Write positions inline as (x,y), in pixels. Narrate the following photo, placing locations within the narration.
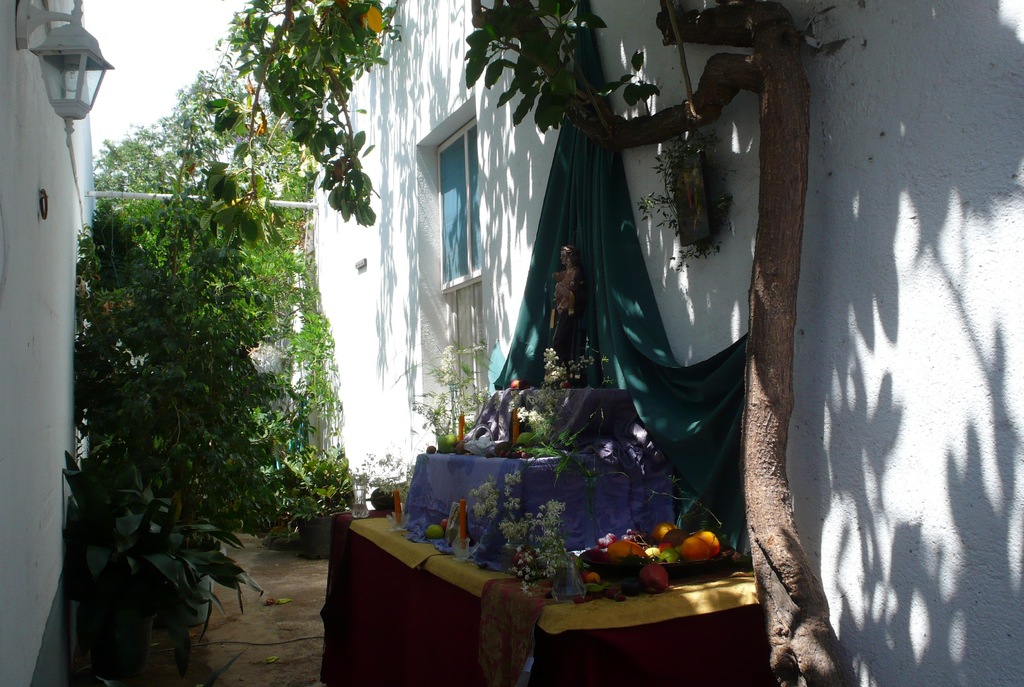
In this image I can see on the right side (700,556) there is the statue (564,298), there are clothes (635,492), fruits (711,535) are there. In the middle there are trees (277,251), there are white color walls (371,344) on either side. At the top (176,62) there is the sky (180,55).
